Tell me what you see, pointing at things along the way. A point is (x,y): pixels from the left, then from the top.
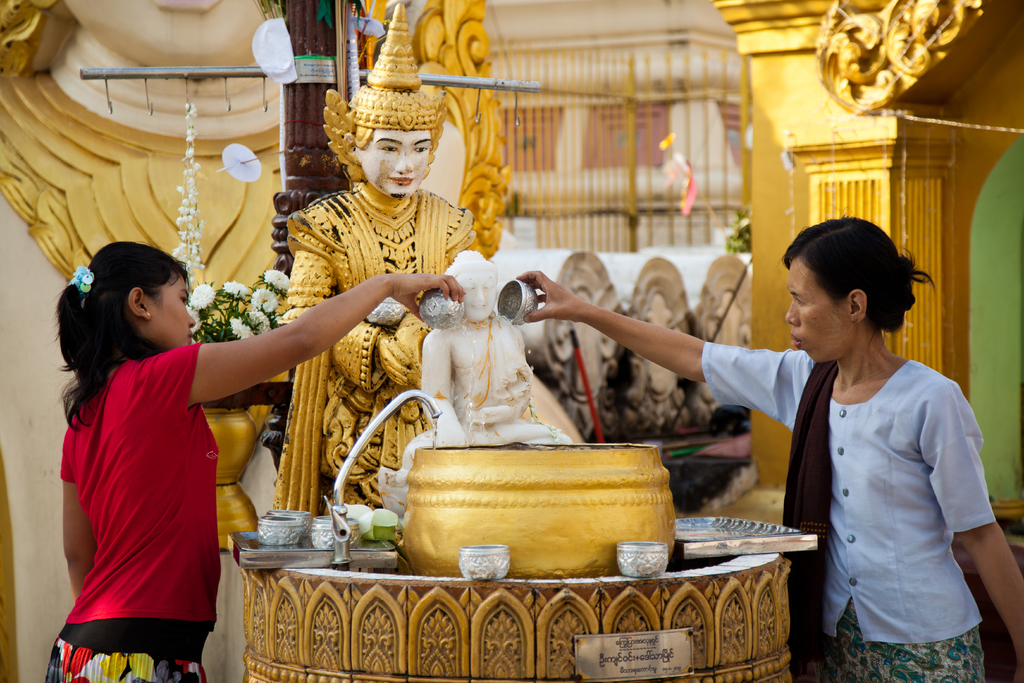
In the image we can see there are two women (768,388) who are pouring water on the buddha statue (476,363), the buddha statue (483,306) is made up of white marble (463,343) and there is an another statue (374,263) of a person (374,370) at the back (370,323). Behind there is a building (687,134).
